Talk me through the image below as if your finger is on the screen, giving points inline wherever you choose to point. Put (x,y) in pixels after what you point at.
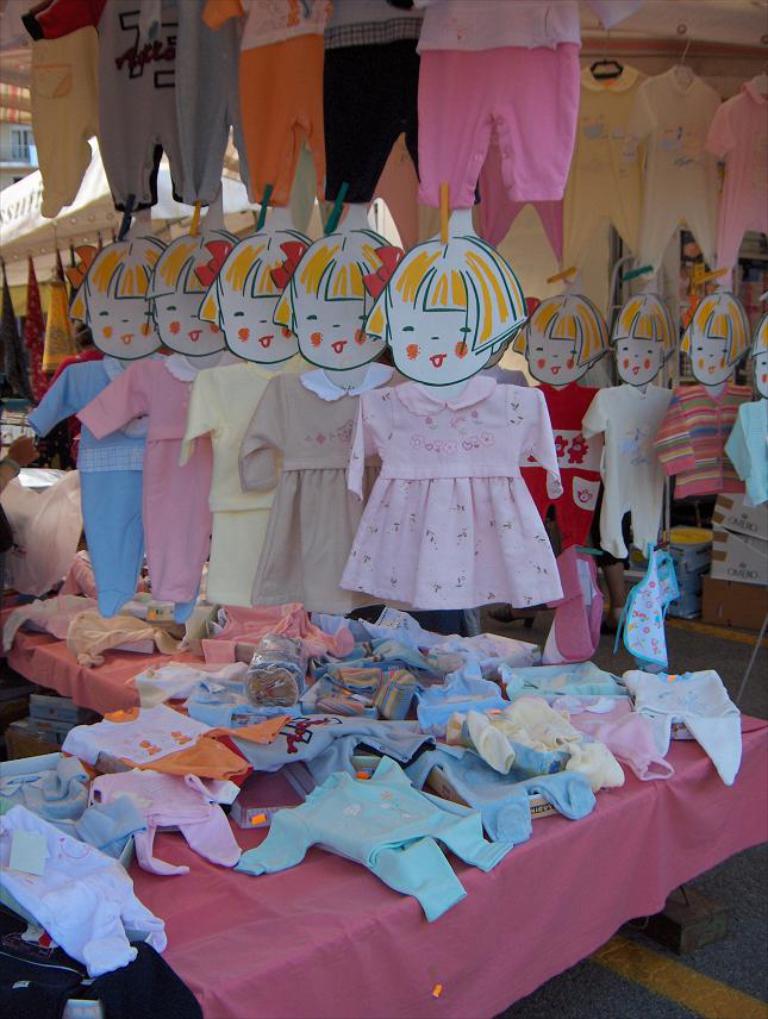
In the foreground of this picture (545,646), we see clothes (376,748) on table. On right (661,417) and on top (267,60), we see clothes (322,91) hanging to the ceiling (705,32). In the background (23,149), we see a window (22,152) of a building (23,165).
